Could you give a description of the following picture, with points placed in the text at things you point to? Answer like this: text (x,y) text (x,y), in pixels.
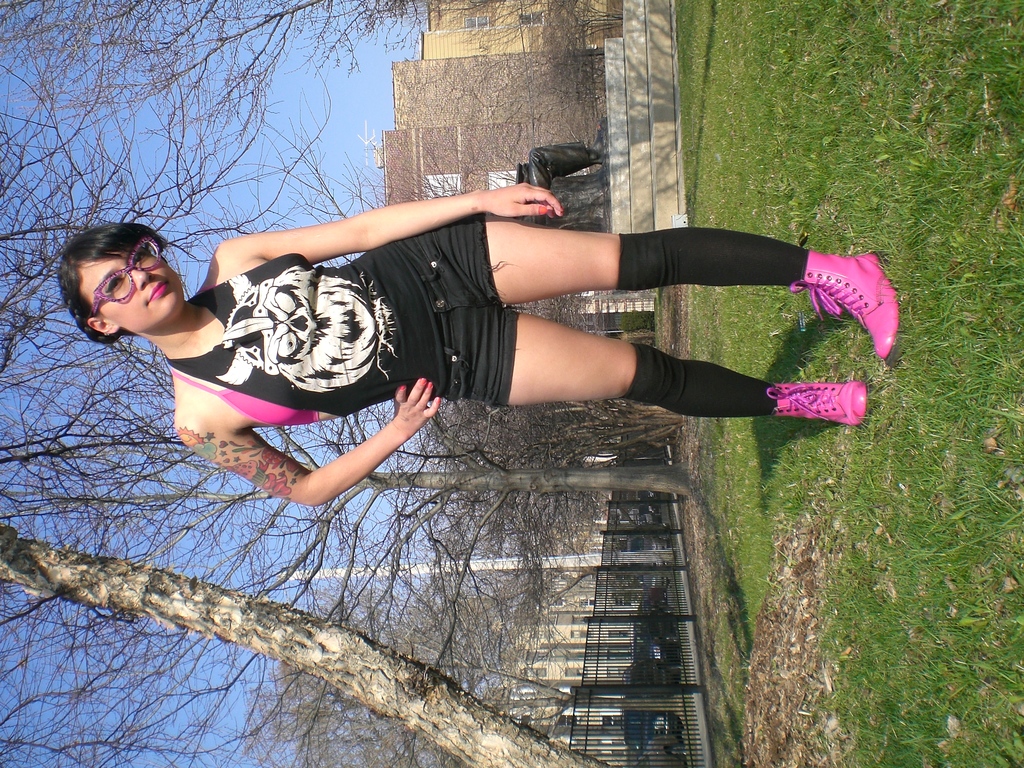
In the front of the image (331,371) I can see a woman (741,264). Land (816,95) is covered with grass (814,492). Background of the image (28,58) there are trees (582,46), buildings (495,55), railings (581,737), vehicles (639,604), pole (568,564), statue (548,189) and sky (378,529).
